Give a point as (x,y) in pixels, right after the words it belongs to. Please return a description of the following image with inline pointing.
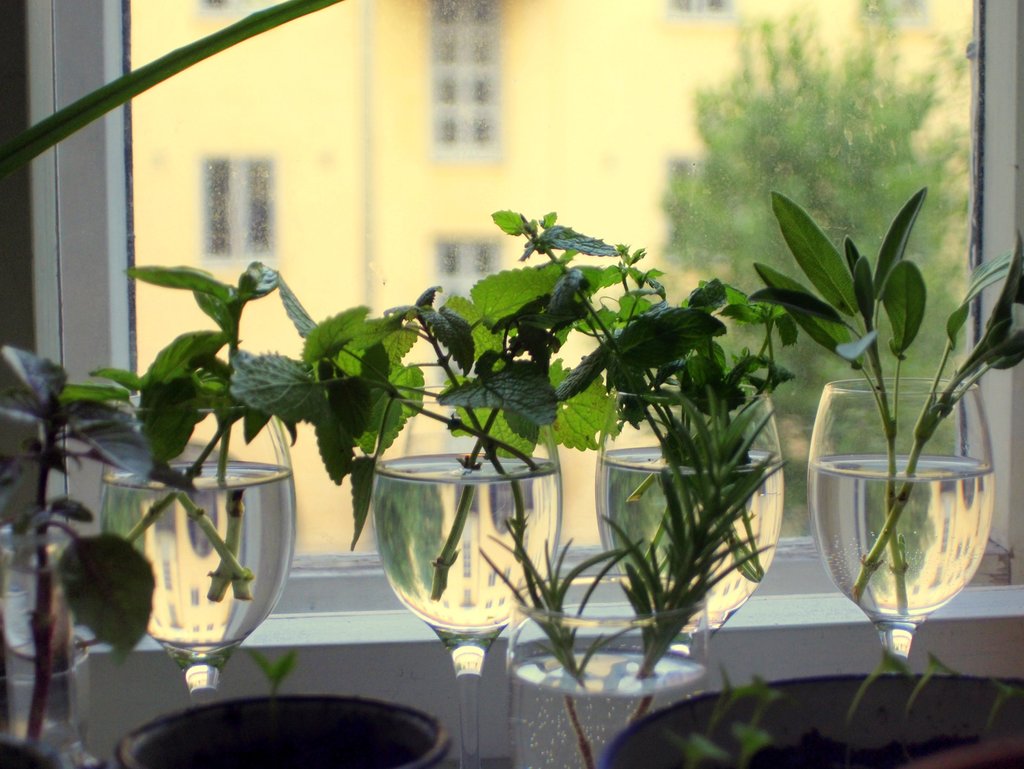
At the bottom of the image (251,742) we can see round shape objects (682,722). In the center of the image (455,463) we can see the glasses (943,546). In the glasses (525,550), we can see water (446,526) and plants (458,529). In the background (430,143) there is a wall (25,183), glass window (577,463), one stick type object (285,22) and a few other objects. Through glass window (848,210), we can see the building (573,115), windows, one tree (893,201) and a few other objects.
